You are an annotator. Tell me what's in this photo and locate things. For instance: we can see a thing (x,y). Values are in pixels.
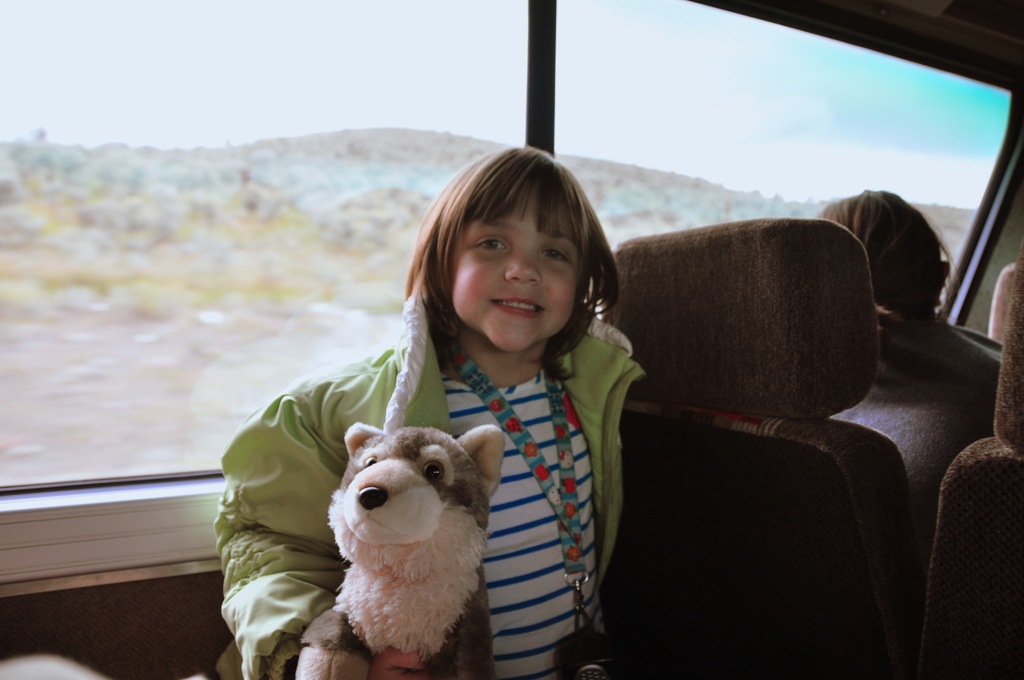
This picture is clicked inside a vehicle (746,602). There are two people (923,397) in the image. The girl (570,442) at the center (561,452) is wearing a green jacket (419,394), a tag (529,443) and holding a toy (441,598) in her hand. There is another person (942,382) sitting to the right corner of the image (947,380). Through the window (296,215) we can see sky (379,65) and mountains (414,158).
